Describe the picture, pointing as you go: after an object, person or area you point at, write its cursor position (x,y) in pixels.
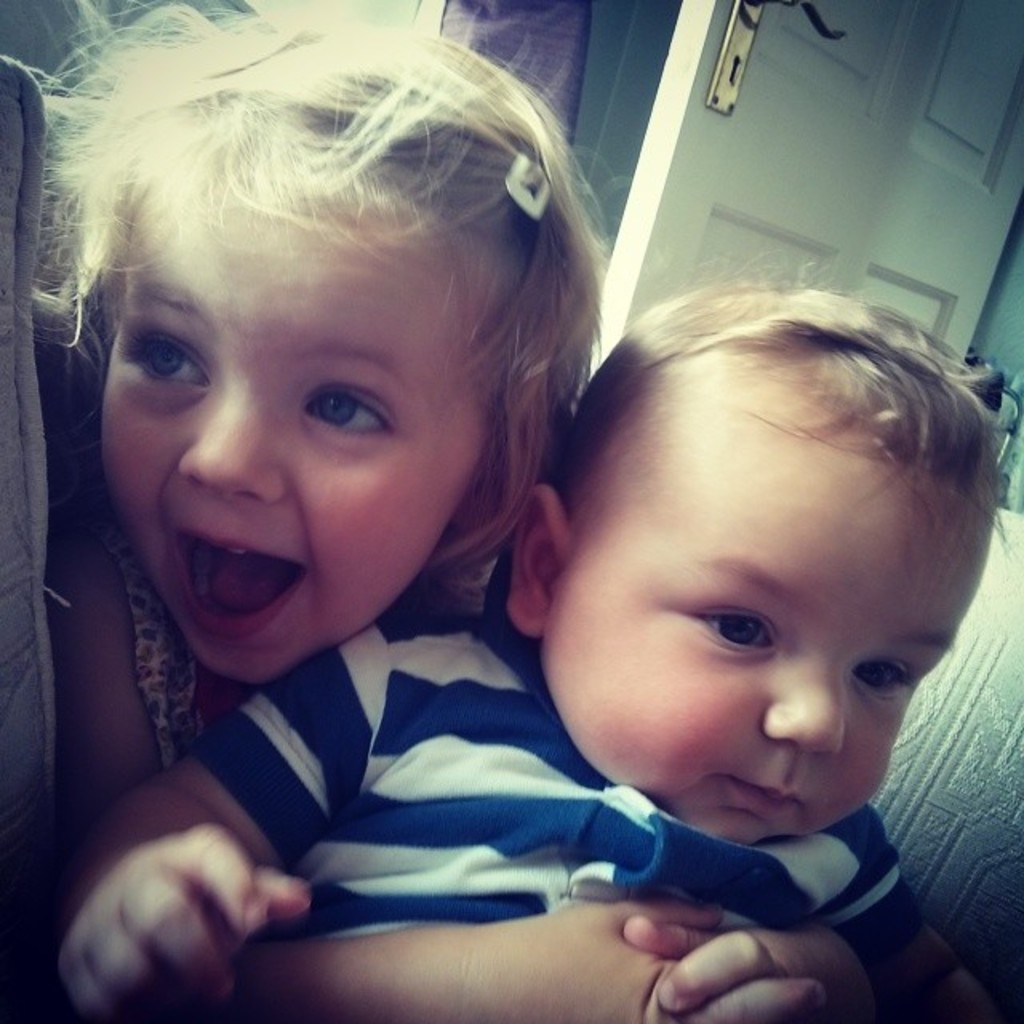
In this image two children (566,877) are sitting on the sofa (7,637). At the back side (672,102) there is a door (754,125).
